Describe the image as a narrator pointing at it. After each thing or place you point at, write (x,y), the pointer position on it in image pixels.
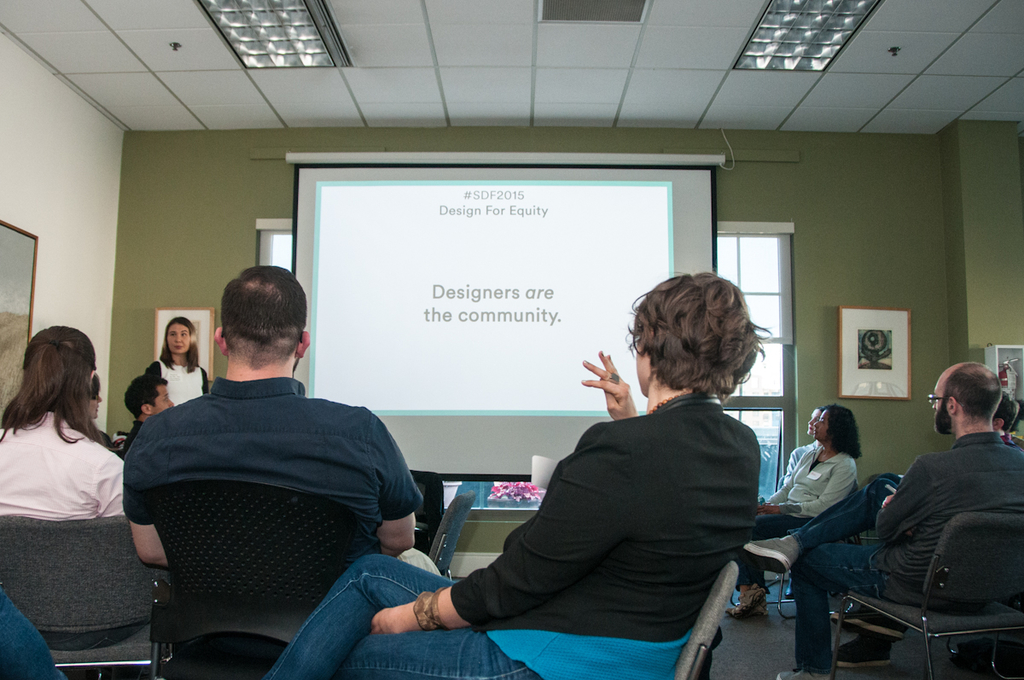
This picture shows an inner view of a room (808,36), one projector screen (617,203) hanging on a wall (810,355) near to the glass window (782,325), one woman (177,330) is standing and so many people (102,503) are sitting on chairs (468,505). There is one table (495,503), some objects (508,491) are on the table (495,503), three frames (203,325) hanging on a wall (145,199), two lights (805,51) attached to the ceiling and some objects (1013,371) are on the surface (723,655).
